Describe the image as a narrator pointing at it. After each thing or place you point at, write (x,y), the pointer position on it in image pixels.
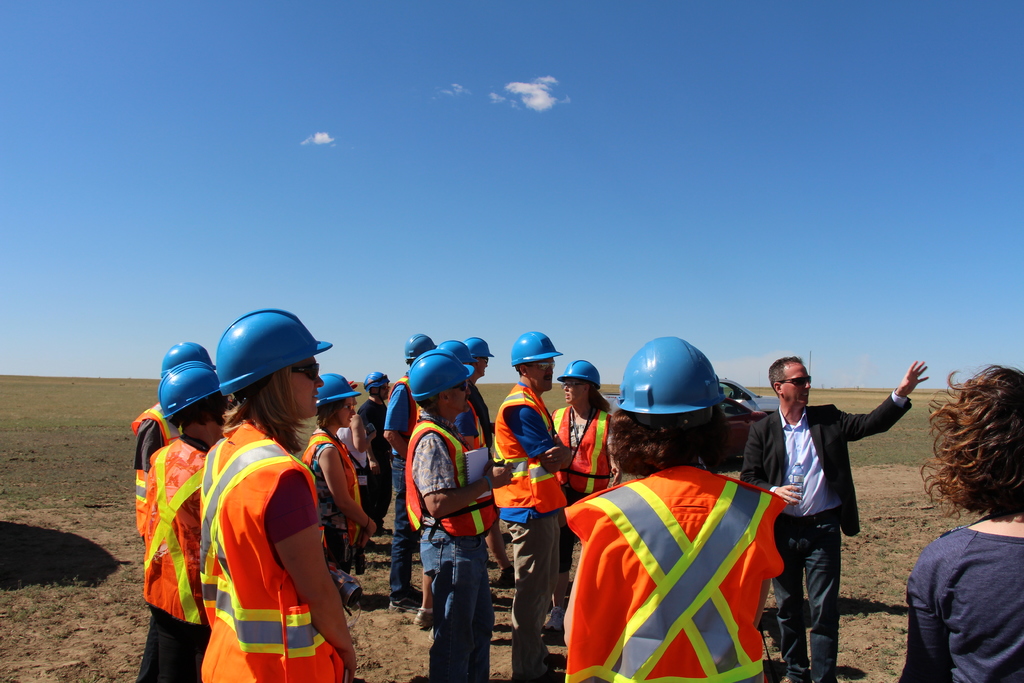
In this image we can see men (837,527) and women (273,511) are standing on the vast land (80,451). The sky (466,155) is in blue color. We can see two cars (744,416) are there on land (911,492). One man (765,455) is wearing a black color coat (834,453) with shirt (812,472) and pant (819,540), holding a bottle (793,481) in his hand (792,499). We can see people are wearing blue color helmet (423,387).
